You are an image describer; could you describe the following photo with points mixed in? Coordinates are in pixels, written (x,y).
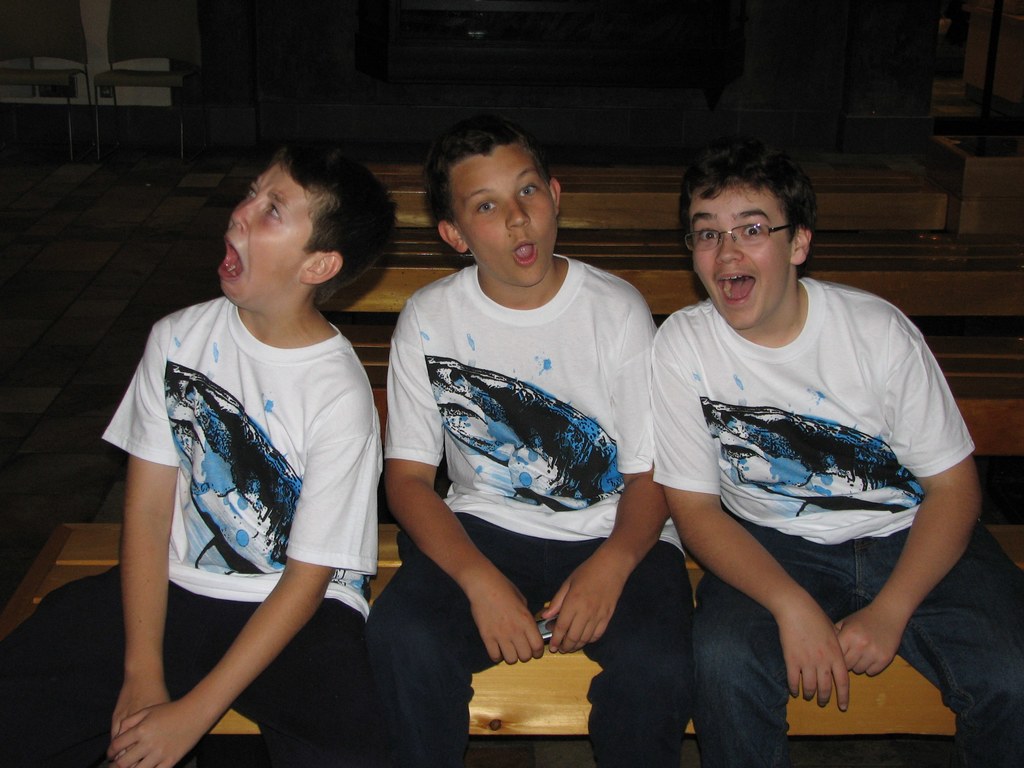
In this picture I can observe three boys (434,320) sitting on the bench (65,569). All of them are wearing white color T shirts (434,433) and one of them is wearing spectacles (750,229). The background (599,75) is dark.
